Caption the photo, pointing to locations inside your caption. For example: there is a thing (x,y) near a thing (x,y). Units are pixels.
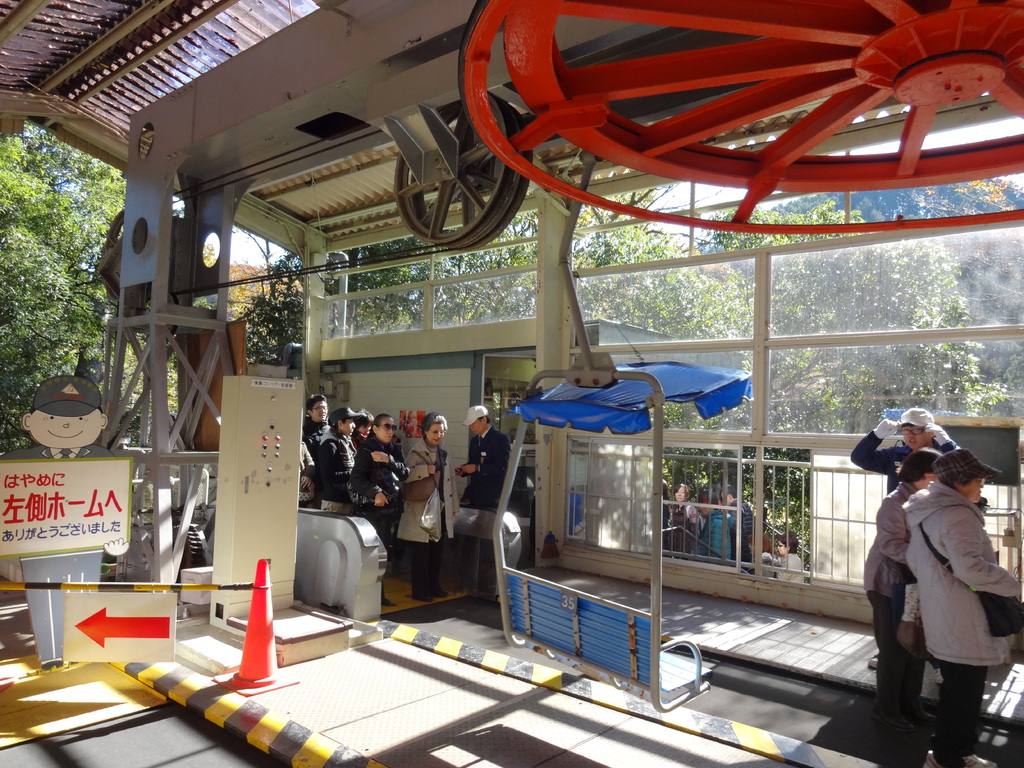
In this image, I can see groups of people (336,502) standing on the floor (855,713). On the left side of the image (125,640), I can see a direction board (168,646), a traffic cone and few other objects (223,606). I can see a chairlift (597,624) to a rod (569,275), iron grilles (849,506) and glass windows (731,489). At the top of the image (470,185), there are wheels (477,193) to a ceiling (277,19). In the background (678,320), there are trees (734,336).
